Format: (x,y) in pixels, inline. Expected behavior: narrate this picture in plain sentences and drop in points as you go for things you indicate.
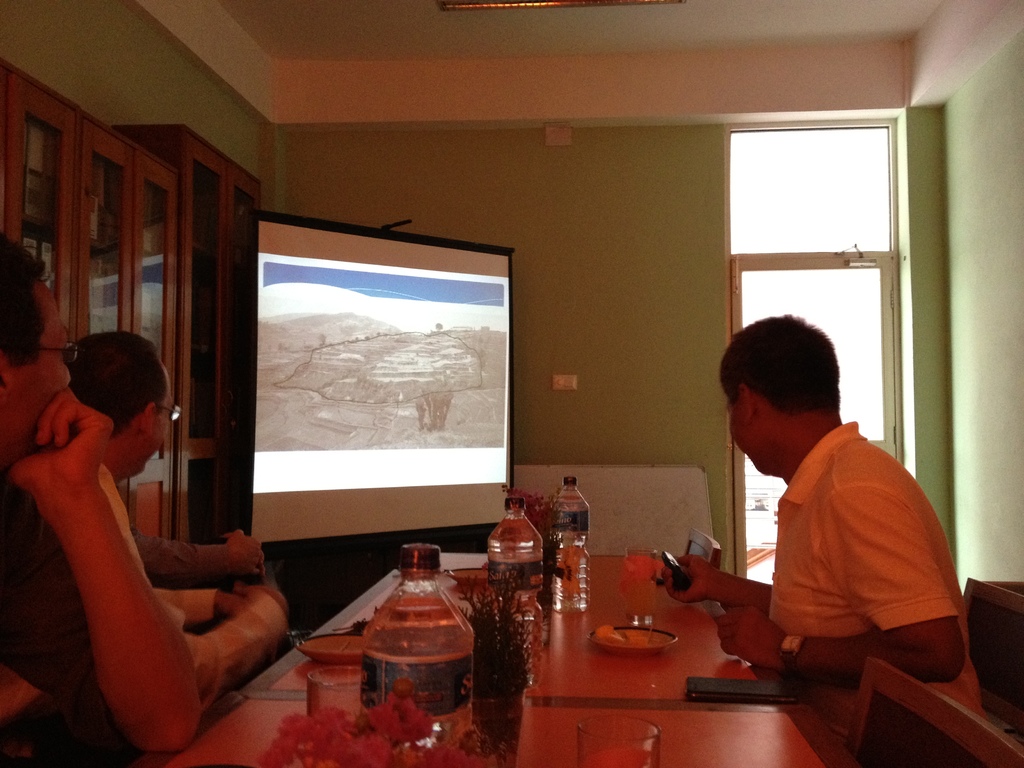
There are some persons (202,592) sitting in chairs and there is a table (602,666) in front of them which has some eatables (635,633) and drinks (506,570) on it and there is a projected image (394,362) in front of them.
